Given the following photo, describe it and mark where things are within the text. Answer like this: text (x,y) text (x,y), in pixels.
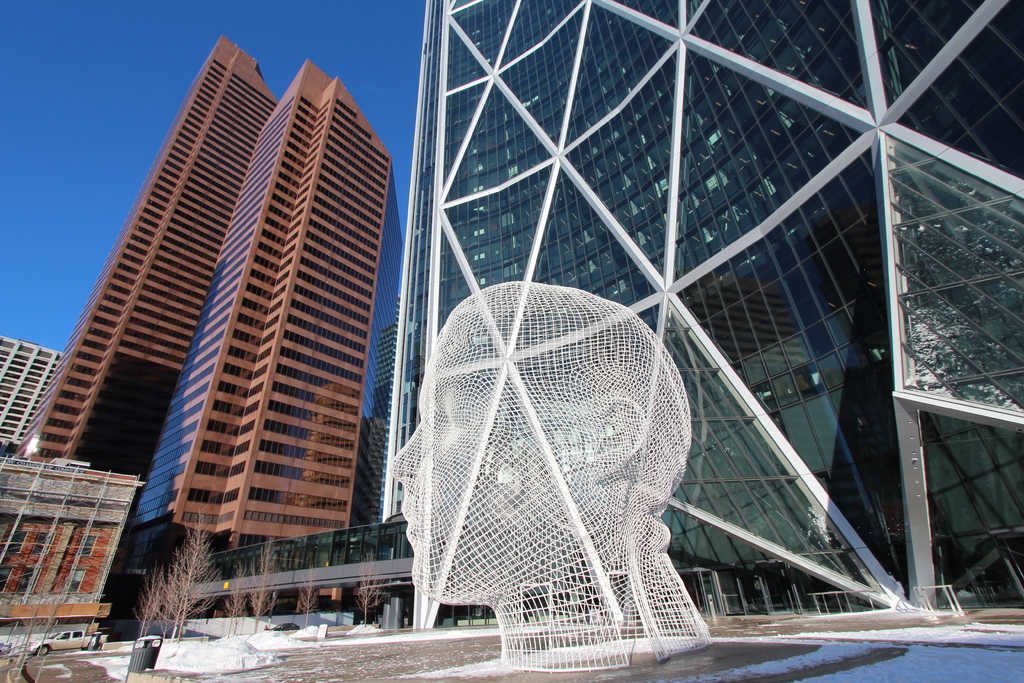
In this image I can see few buildings (383,387), dry trees (261,578), vehicle (66,635), few objects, snow (229,659), sky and the statue of the person's face (556,538).
